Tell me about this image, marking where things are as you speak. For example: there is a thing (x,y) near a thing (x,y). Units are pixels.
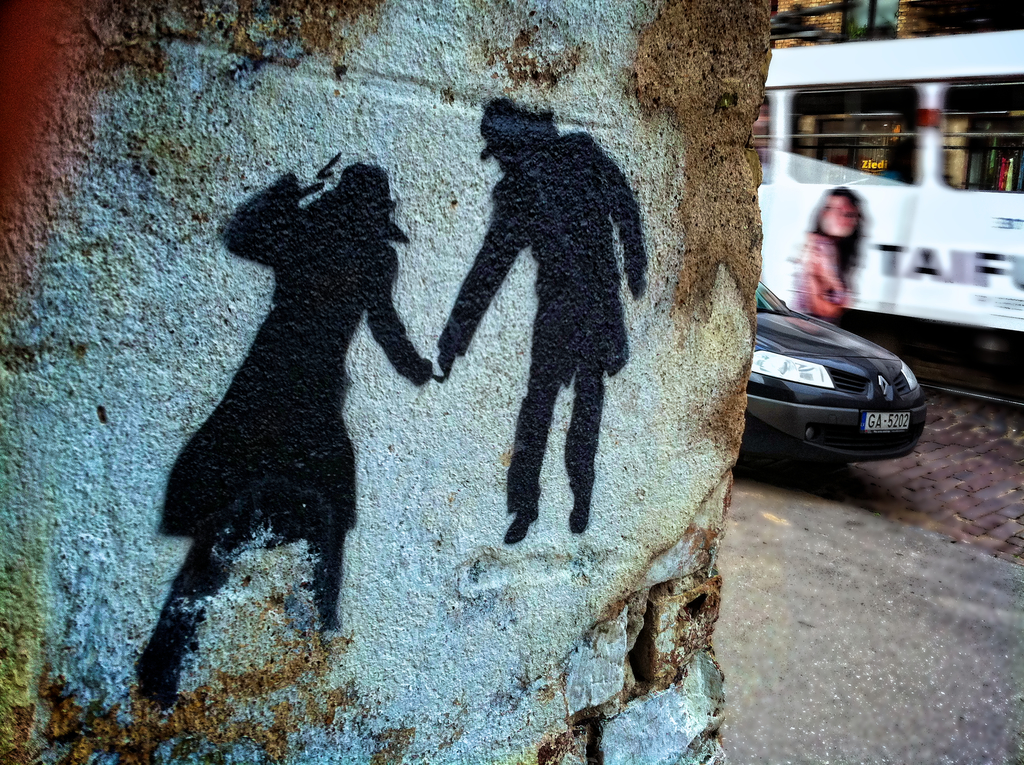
In this image, we can see shadows (492,264) on the wall (725,274) and in the background (829,139), there are vehicles (882,281). At the bottom (799,579), there is road (938,551).
